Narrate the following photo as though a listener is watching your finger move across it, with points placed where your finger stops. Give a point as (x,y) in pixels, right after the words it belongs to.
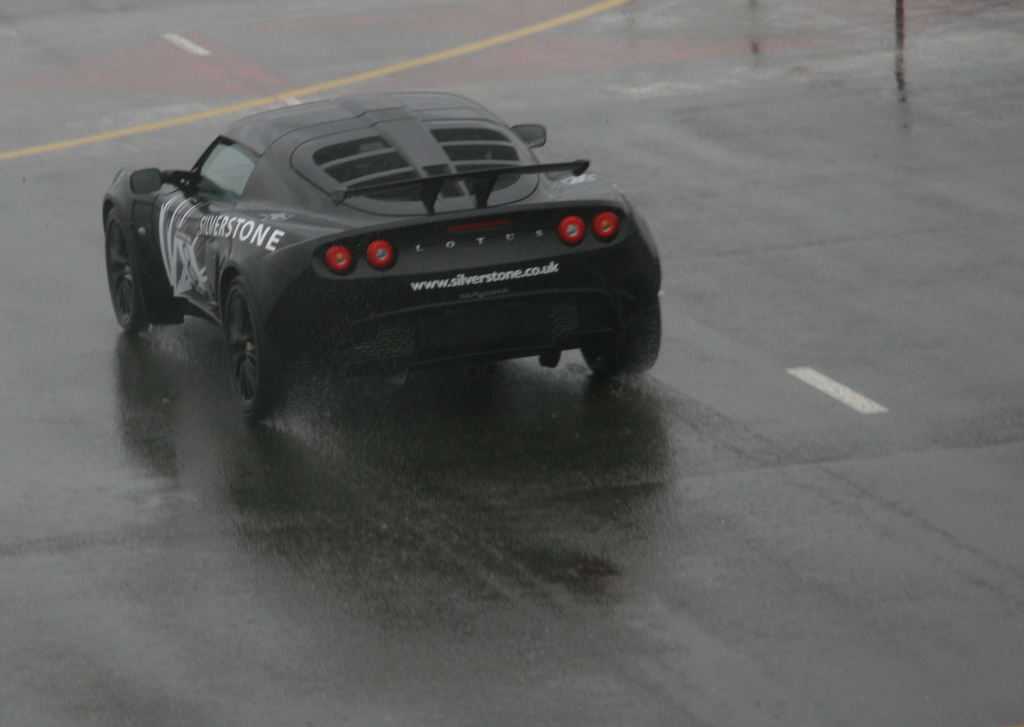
In this image we can see a black color car (326,264) on the road (456,462).
